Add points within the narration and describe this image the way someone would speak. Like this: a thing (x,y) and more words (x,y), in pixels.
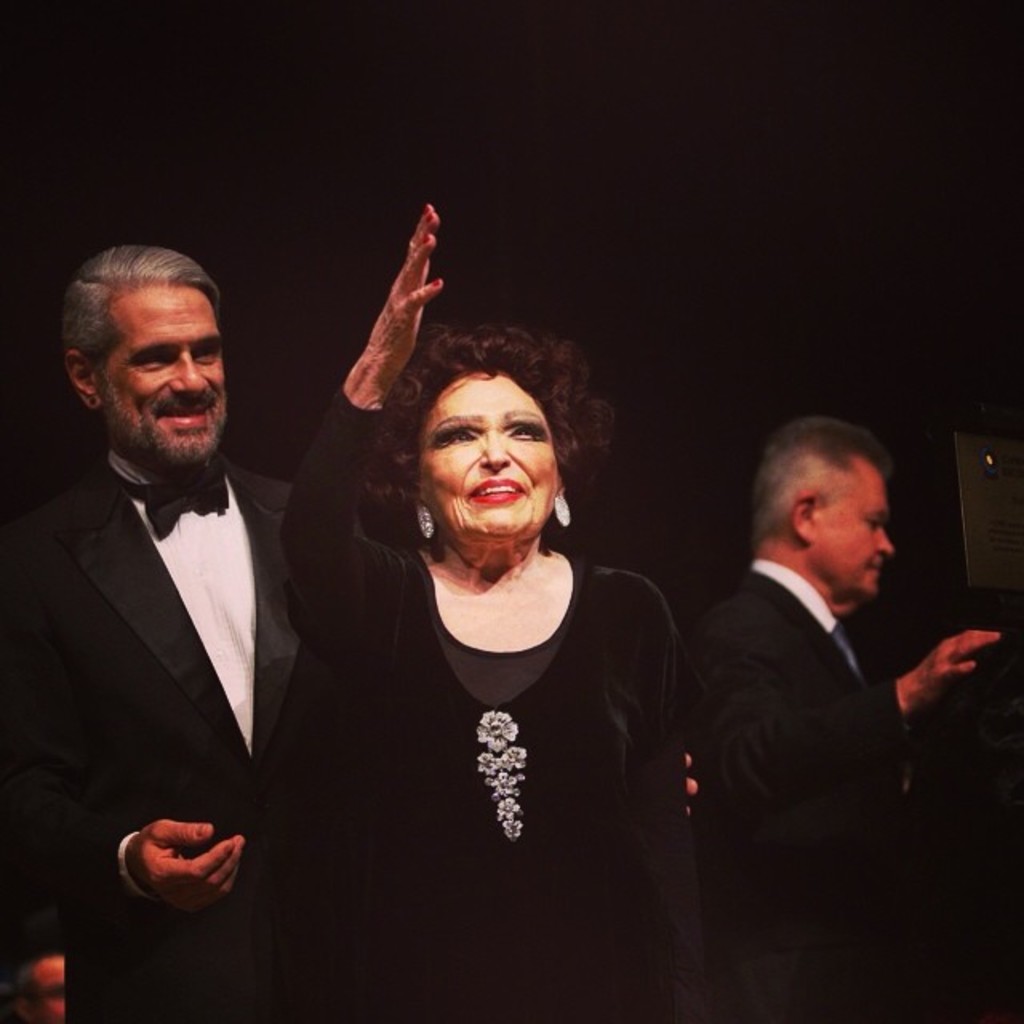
In the center of the image (527,553) there is a person (390,602) standing. Behind her there are a few other people (877,741). On the right side of the image (992,706) there is some object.
